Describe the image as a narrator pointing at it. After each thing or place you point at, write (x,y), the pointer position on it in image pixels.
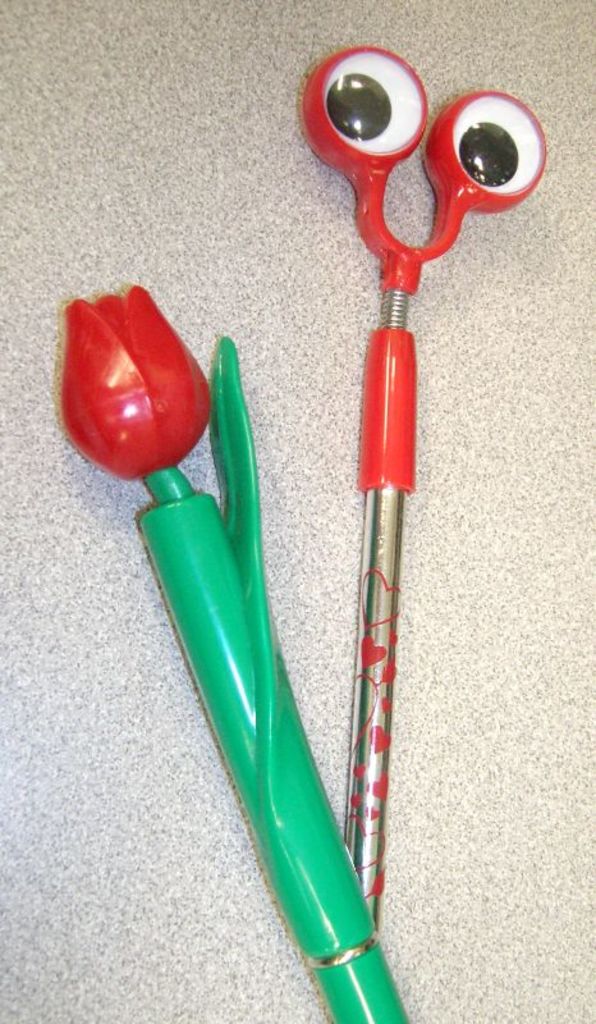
In this image, we can see toy pens (370,657) on the table (438,774).
